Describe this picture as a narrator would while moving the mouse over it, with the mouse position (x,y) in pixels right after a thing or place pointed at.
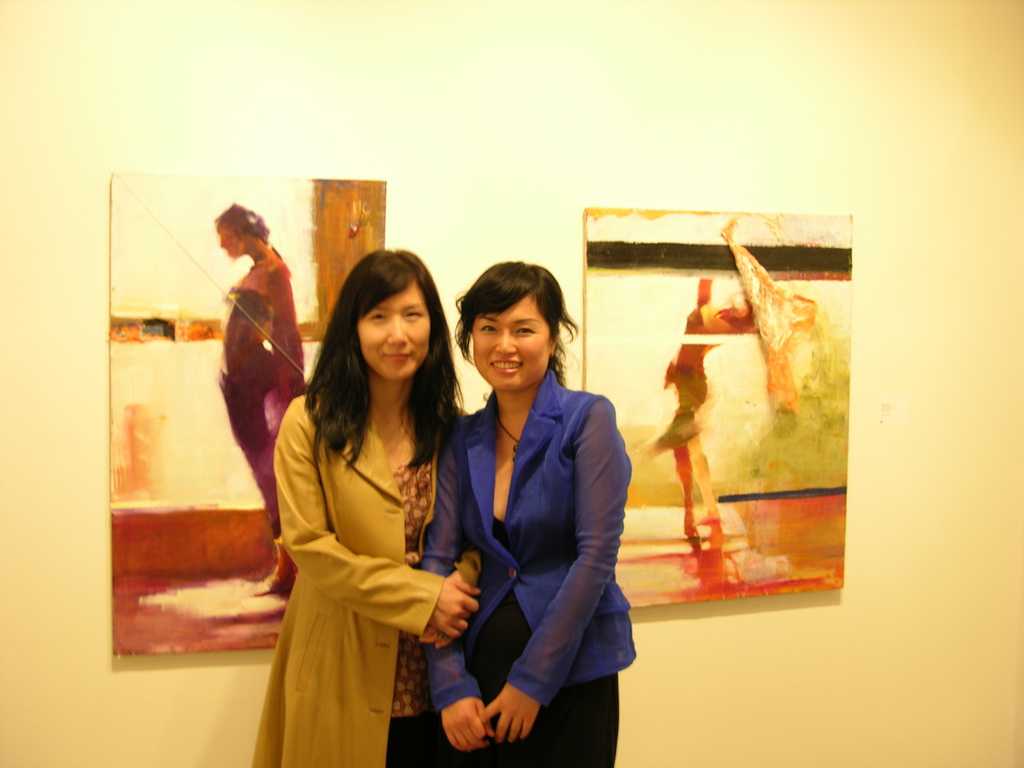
In this image I can see two women (397,579) standing and wearing a brown coat (397,495) and blue coat (539,521). Back Side I can see frames (752,381) are attached to the wall (849,567). The wall (705,173) is in white and cream.
